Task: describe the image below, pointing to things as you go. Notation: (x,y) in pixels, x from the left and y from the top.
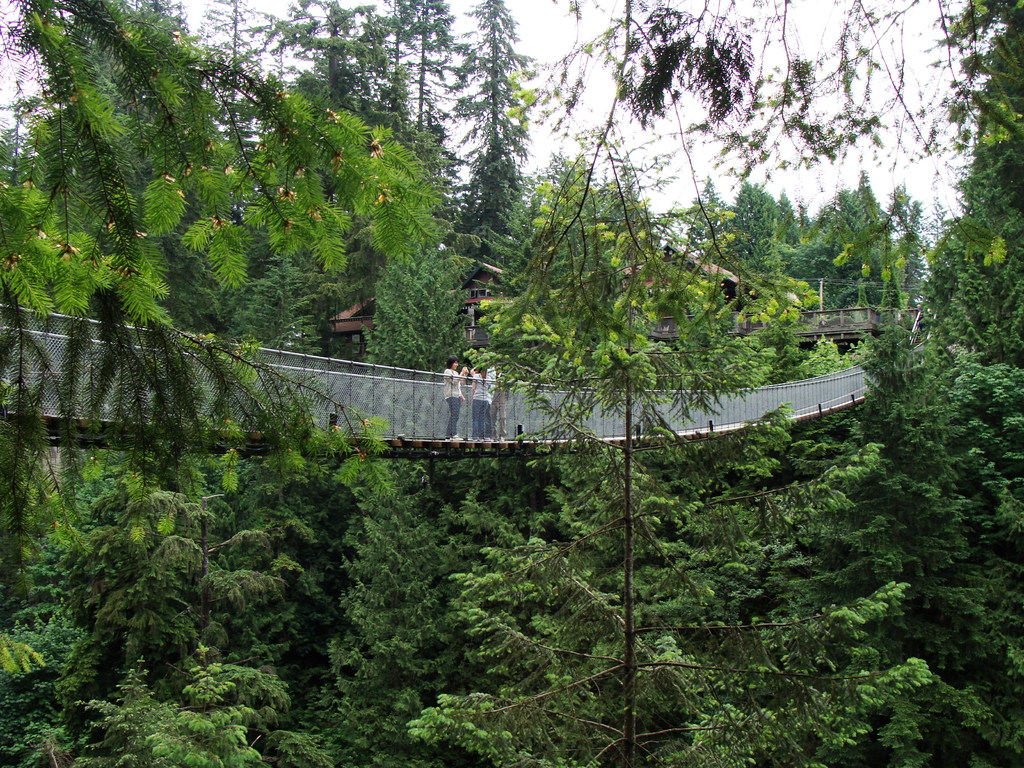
This image is taken outdoors. At the top of the image (557,35) there is the sky (549,17). In the middle of the image (359,383) there is a bridge (718,411) and a few people (495,398) are standing on the bridge (437,389). There are many trees (937,614) with green leaves (248,245), stems (630,581) and branches (783,623).
